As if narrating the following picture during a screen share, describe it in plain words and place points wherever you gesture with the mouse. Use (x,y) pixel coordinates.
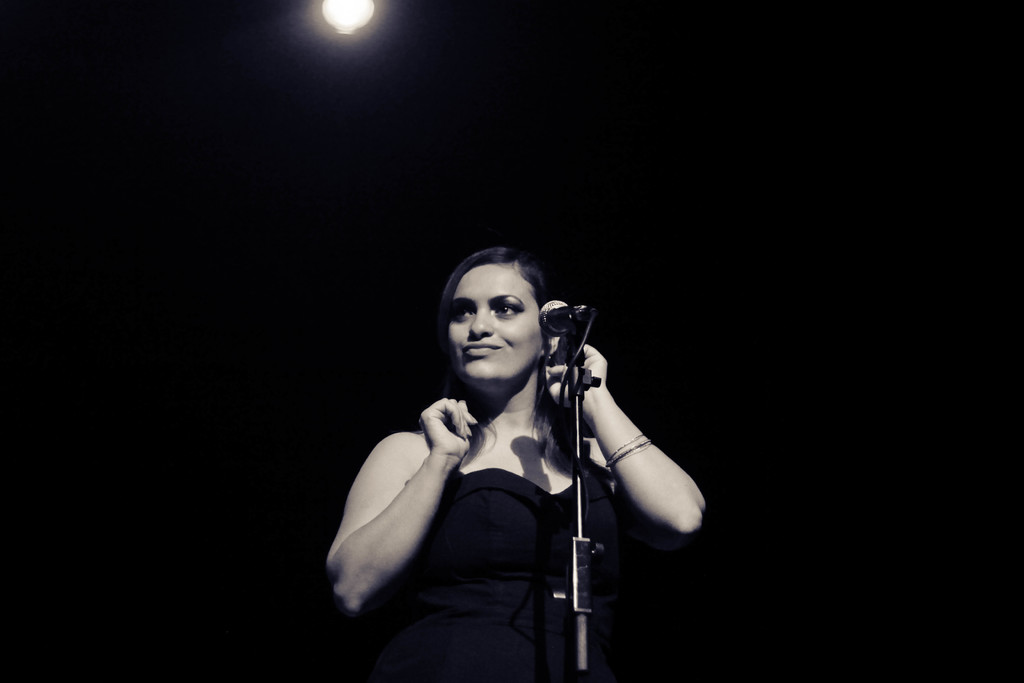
In this image I can see a person (481,485) standing. I can see a mic (578,312), stand (577,646) and light (346,17). Background (366,174) is in black color.
